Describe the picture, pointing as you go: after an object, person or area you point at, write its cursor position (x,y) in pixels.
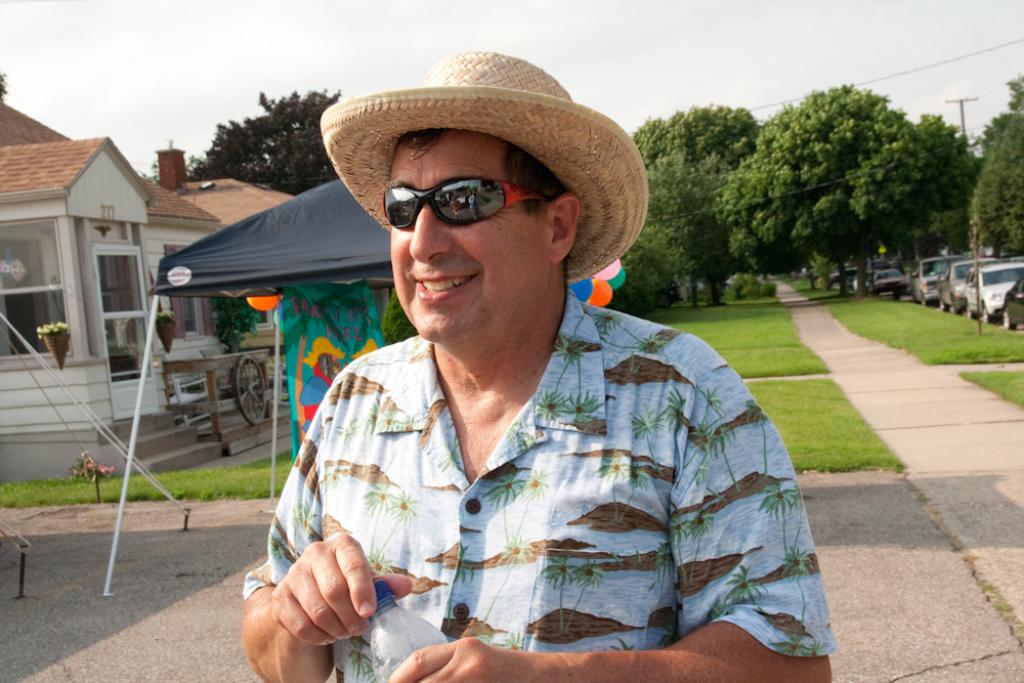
In this image, we can see a person (550,408) wearing clothes (419,504) and hat (509,121). There is tent (330,217) and some trees (709,155) in the middle of the image (663,307). There is a house (99,328) on the left side of the image (99,328). There are some vehicles (997,294) on the right side of the image (910,288). There is a sky (654,27) at the top of the image (654,27).
